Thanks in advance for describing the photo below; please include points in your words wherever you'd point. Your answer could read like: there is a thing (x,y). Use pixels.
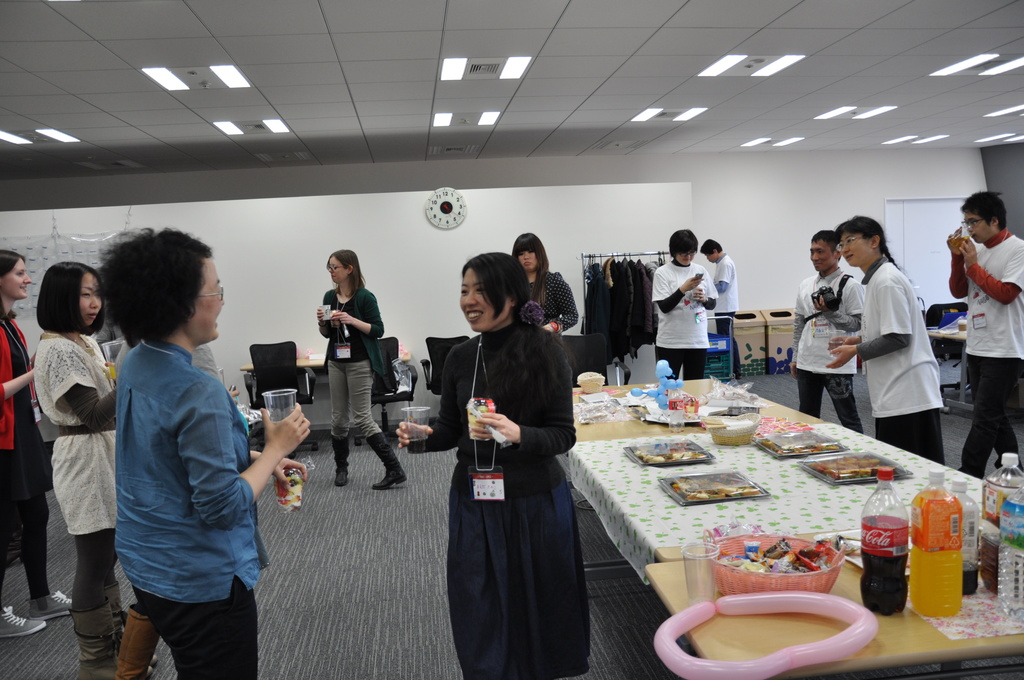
In this image I see people (98,410) standing and few of them are smiling, I can also see that there is a table (634,407) over here and few things (709,665) on it. In the background (587,359) I can see the chairs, wall (238,352), a clock (449,202), few clothes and the lights (492,113).
